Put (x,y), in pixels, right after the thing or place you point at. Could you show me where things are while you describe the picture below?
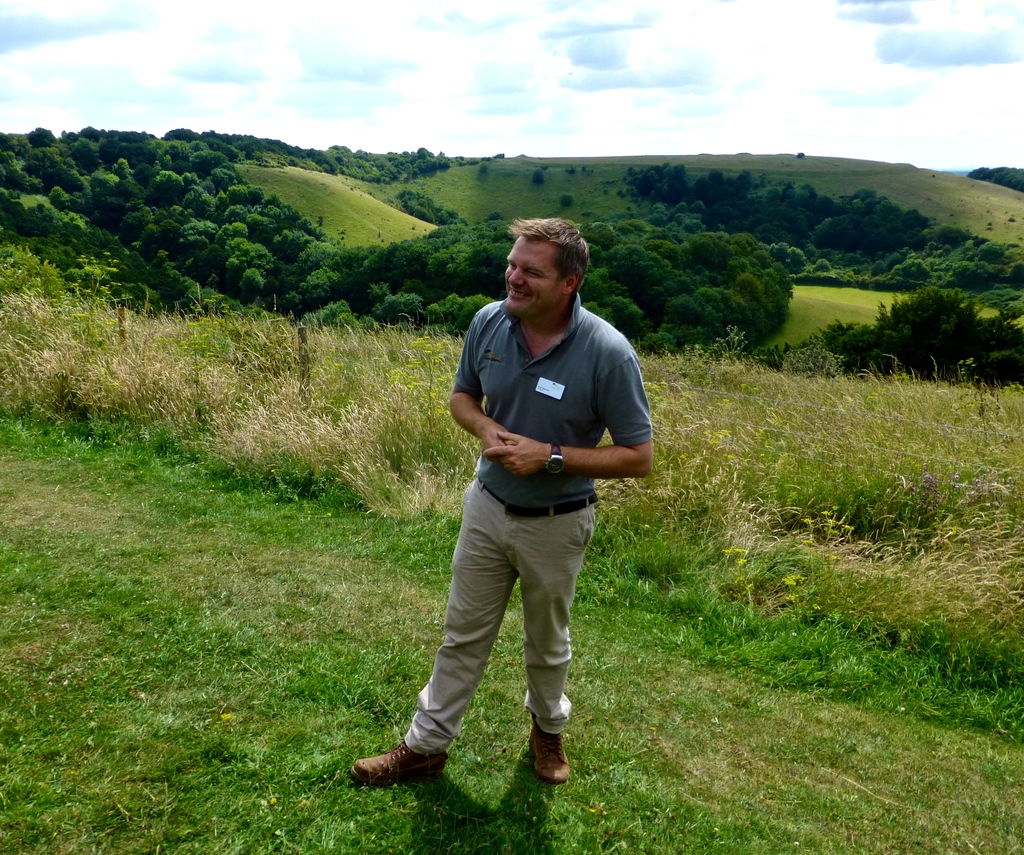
In this image there is a man (487,647) who is standing on the ground (367,730). In the background (310,229) there are grasslands (386,184) on which there are trees (275,205). At the bottom (215,576) there is grass (336,485).
